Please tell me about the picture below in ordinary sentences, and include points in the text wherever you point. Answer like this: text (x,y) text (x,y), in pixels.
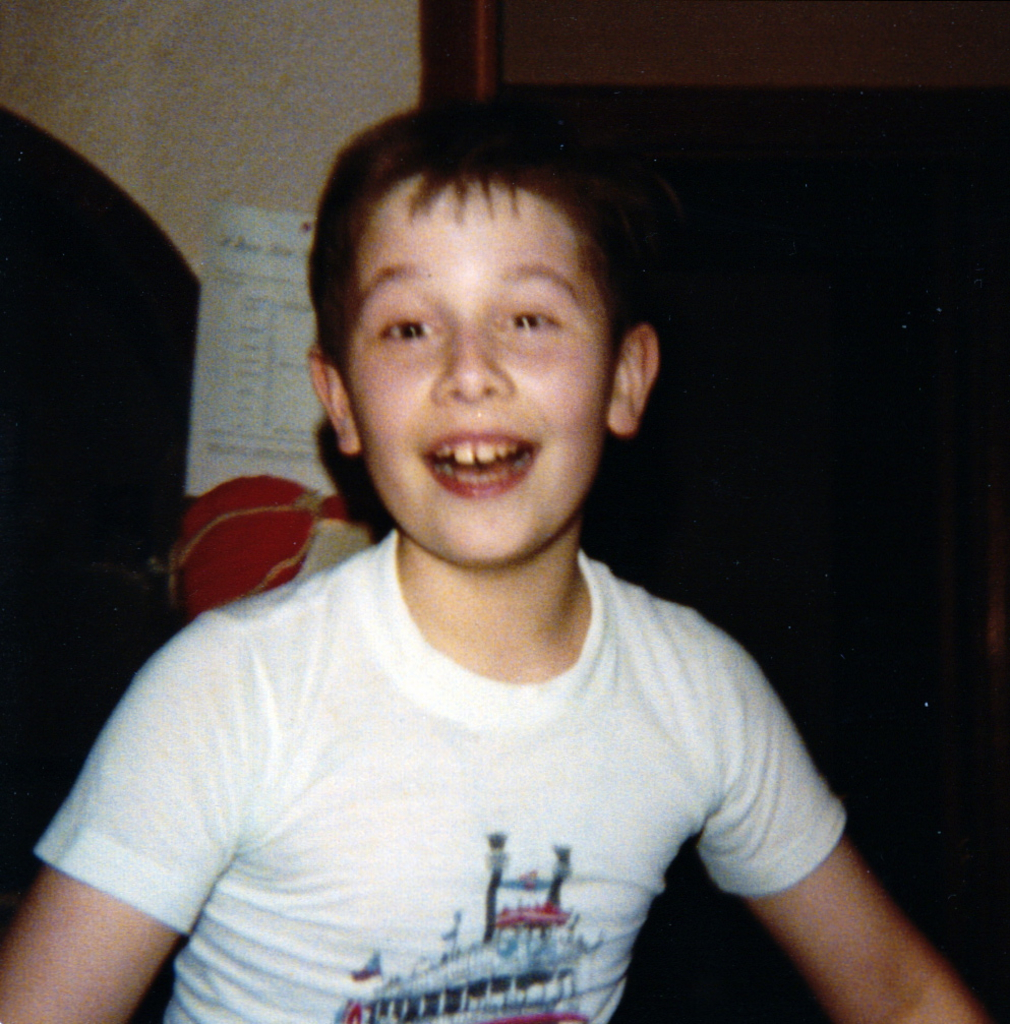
In this picture we can see a boy (498,626), he is smiling, in the background (239,375) we can see a paper (252,366).
